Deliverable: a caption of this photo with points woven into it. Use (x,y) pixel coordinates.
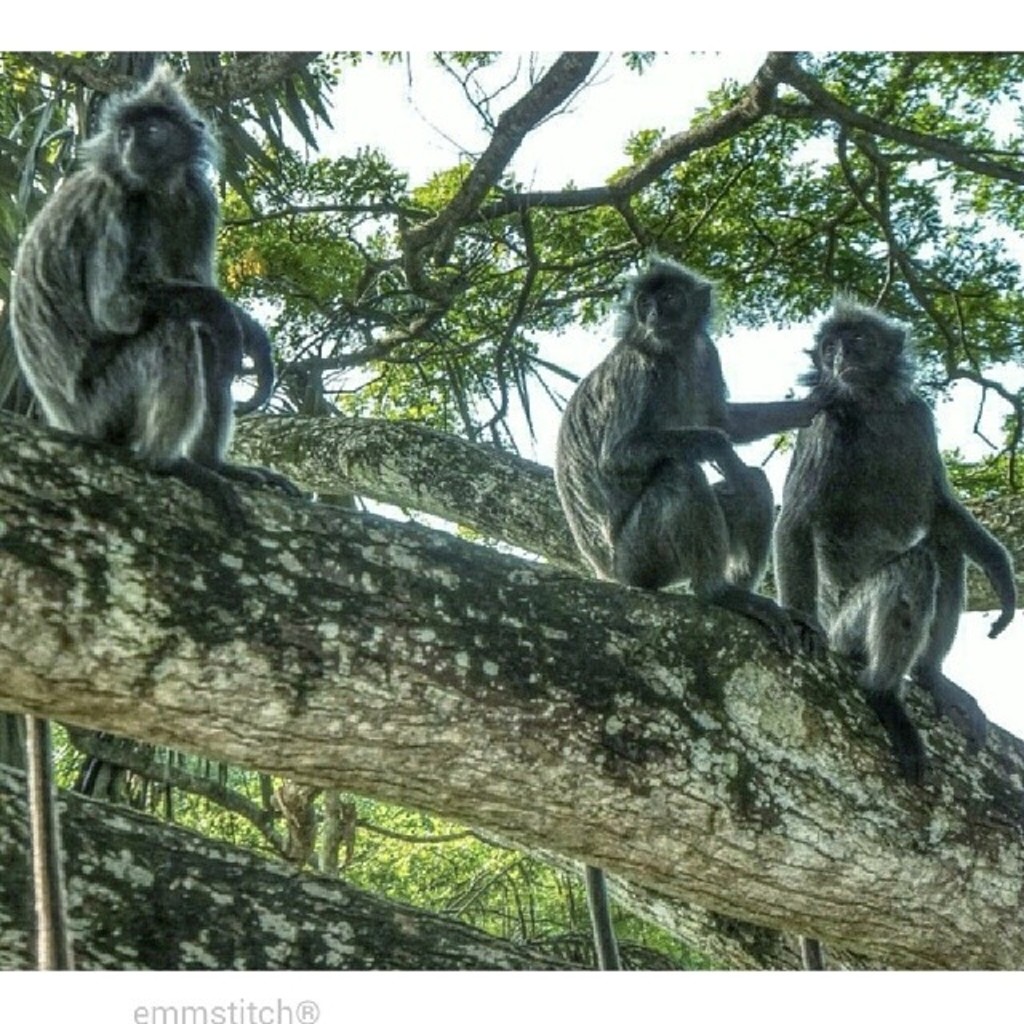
In this image there are monkeys (189,380) on the branch (41,497) of a tree (699,767). Around the monkey's (691,277) there are trees (696,845). At the top of the image (641,99) there is sky (643,105). There is some text (292,1022) at the bottom of the image (276,1007).
